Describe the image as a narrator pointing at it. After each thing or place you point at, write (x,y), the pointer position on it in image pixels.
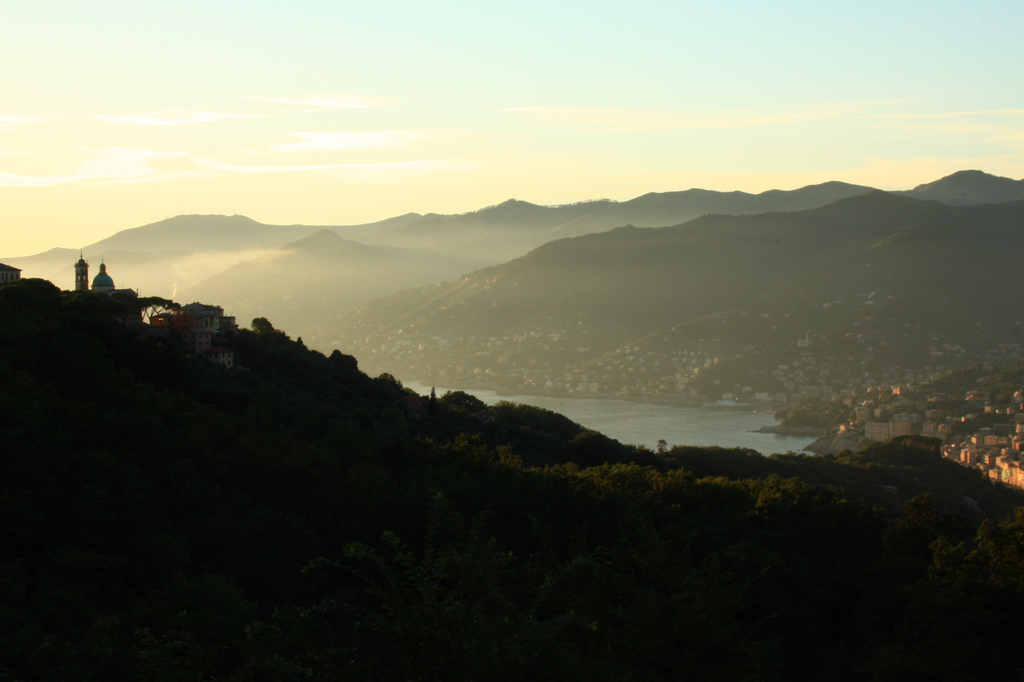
In this image there are some mountains (1012,339) with the lake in middle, also there are some buildings (878,421) beside the lake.
